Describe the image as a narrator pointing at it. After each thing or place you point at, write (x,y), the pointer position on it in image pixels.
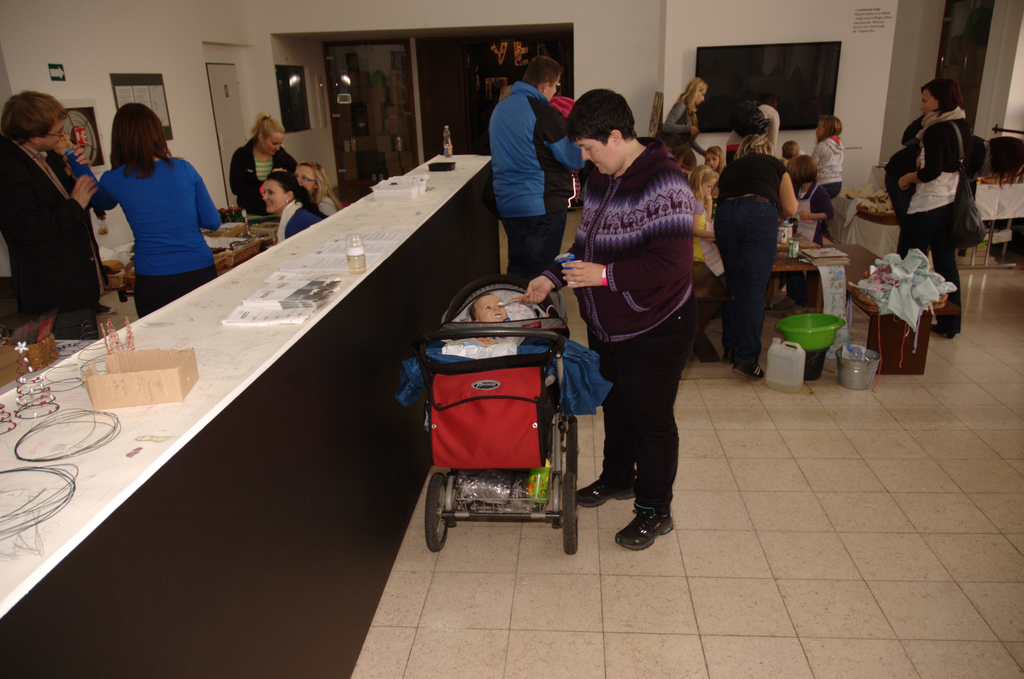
In this image we can see people (834,123), tables (266,646), papers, bottles (444,153), boxes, baby stroller (466,394), books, clothes (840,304), basket (231,234), and few objects (824,286). In the background (231,21) we can see walls (692,65), television (804,122), boards (168,114), poster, door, and few objects (233,220).
